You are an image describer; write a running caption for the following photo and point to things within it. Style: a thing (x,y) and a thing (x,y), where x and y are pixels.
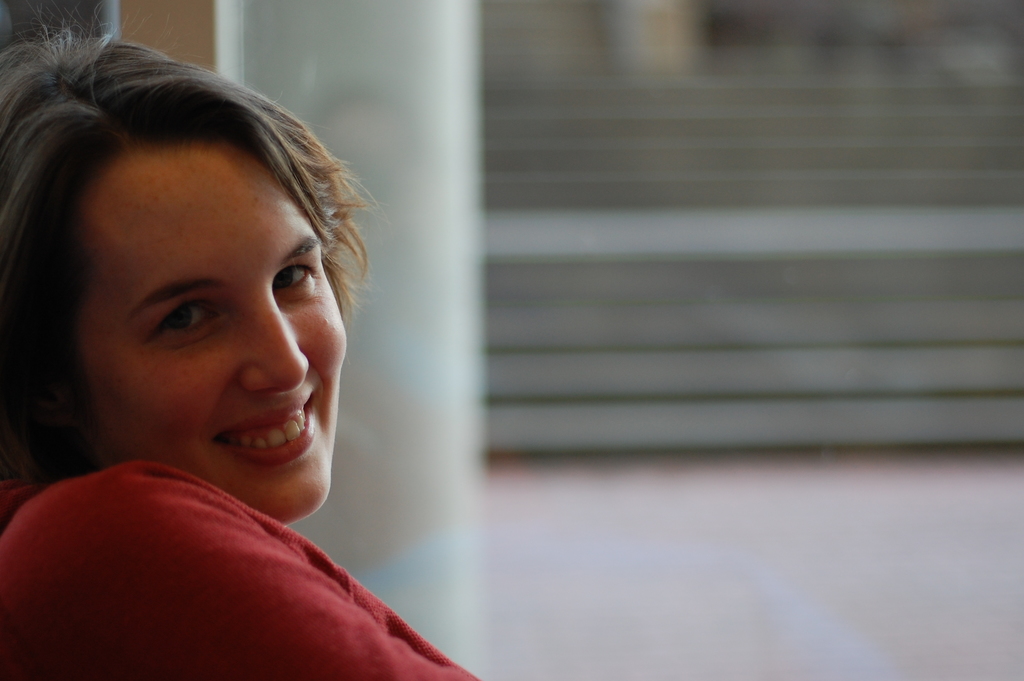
In this image we can see a lady (232,492) smiling. In the background (718,440) there are stairs (792,287).
